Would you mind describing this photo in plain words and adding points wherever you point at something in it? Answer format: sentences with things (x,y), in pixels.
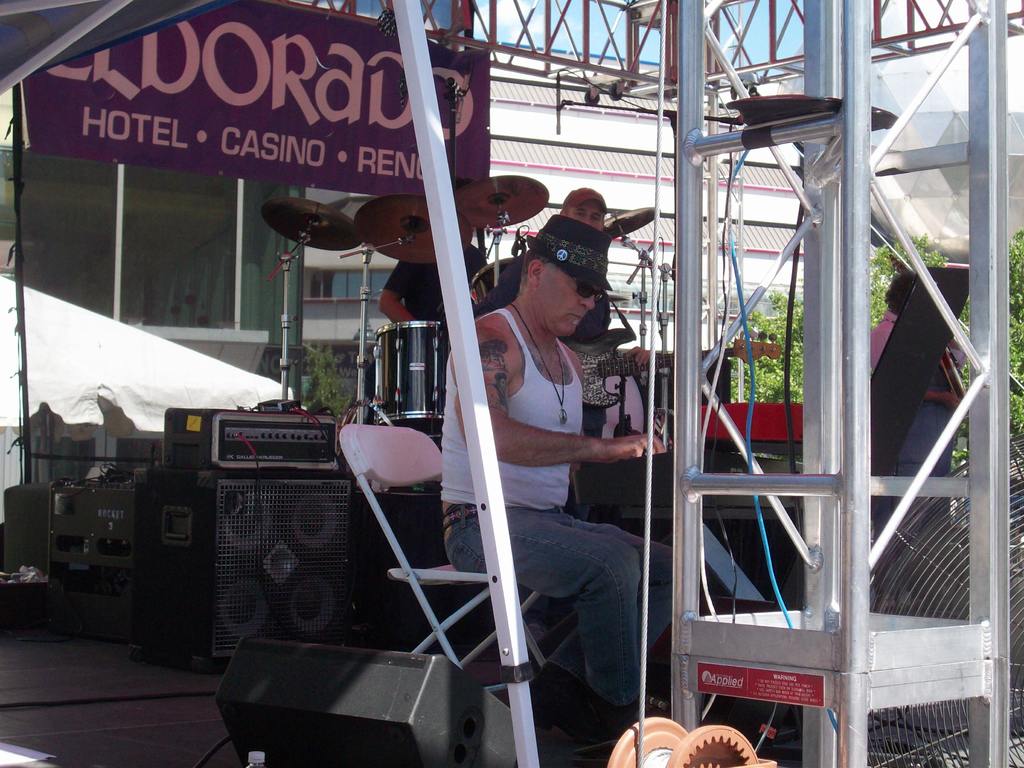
There is man (566,247) who is sitting on a steel chair (386,476) and playing a piano (661,468). On his back side we can see two peoples (416,275) are standing On the stage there is a drum (383,365) and some musical instruments (407,235). On the top left (329,120) we can see banner (270,73) and that written a hotel casino. On the right (1012,429) we can see a plant (1019,333). On the top of the image (595,18) we can see a sky (553,15) and some clouds (522,7).
